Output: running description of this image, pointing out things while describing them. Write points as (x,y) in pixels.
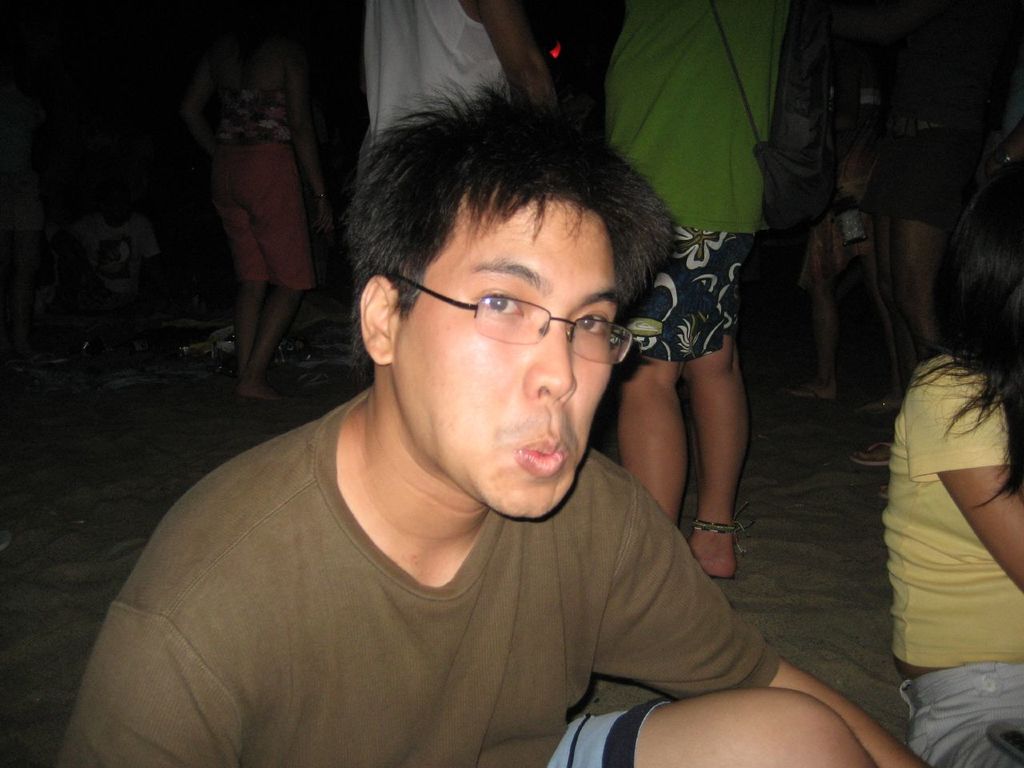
In this image I can see a person (533,510) sitting. He is wearing brown top (410,631). Back I can see few people (497,81) standing and one person (737,109) is wearing black color bag (785,127).
